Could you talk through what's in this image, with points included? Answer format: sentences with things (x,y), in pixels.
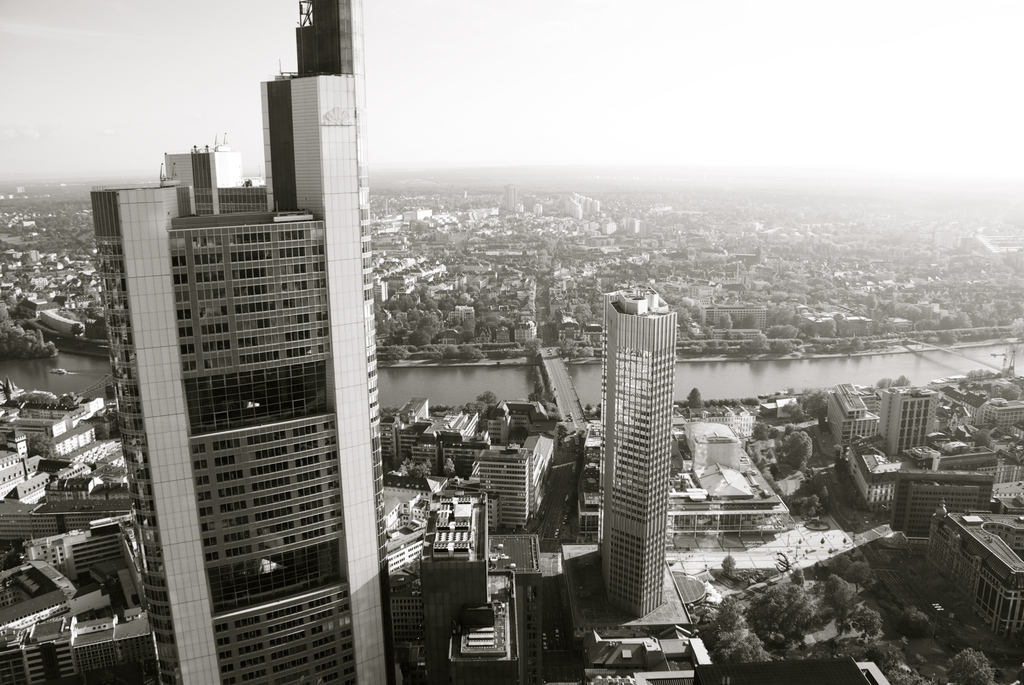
Here we can see buildings (175,419), trees (787,607), water (512,390) and bridge (563,374). Buildings (255,267) with windows (263,257).
